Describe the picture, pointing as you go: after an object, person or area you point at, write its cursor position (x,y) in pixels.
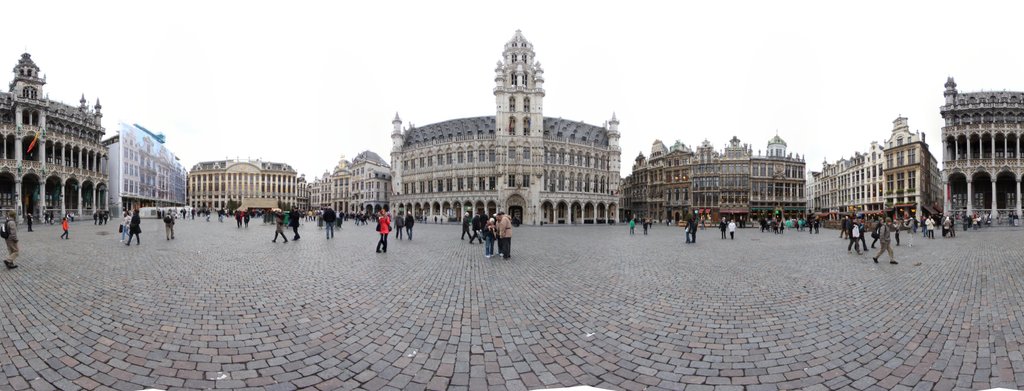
In this image in the center (474,159) there are some buildings (590,176) and some towers (521,198), and there are a group of people (889,244) who are walking. And at the bottom (127,284) there is a walkway (919,283), and in the background (148,208) there are some objects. At the top (257,56) there is sky (430,44).
